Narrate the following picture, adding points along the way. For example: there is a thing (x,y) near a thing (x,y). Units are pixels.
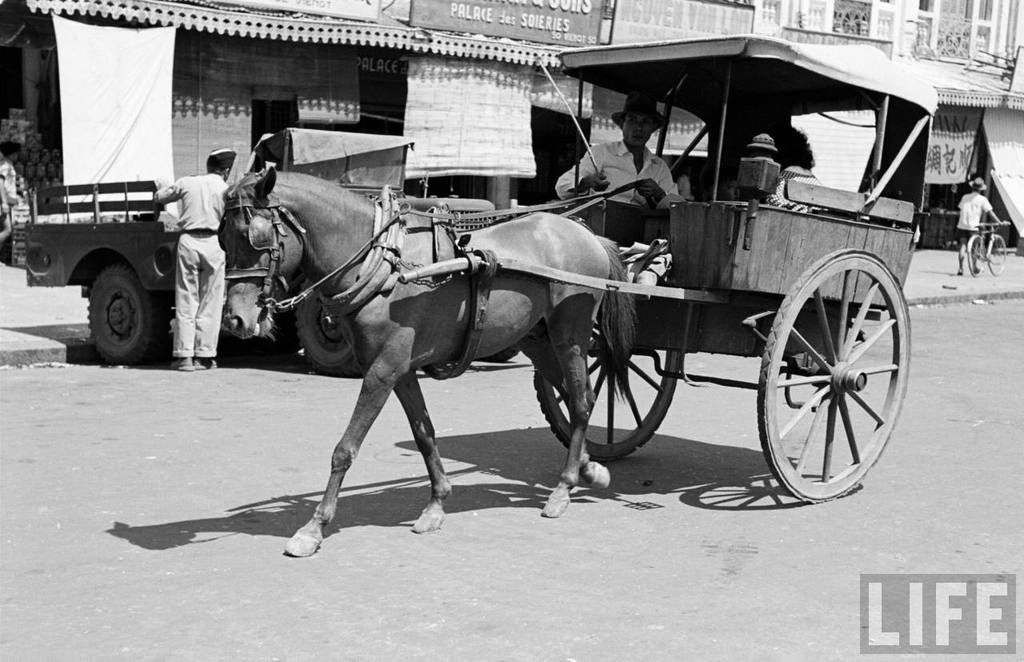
In this image In the middle (651,235) there is a horse (410,304) and cart (796,239) on that there is a man (645,182) he wear shirt (621,163) and hat (637,109). In the background (652,144) there is a vehicle (147,250), people (195,193), cycle (975,250) and building (478,36).
